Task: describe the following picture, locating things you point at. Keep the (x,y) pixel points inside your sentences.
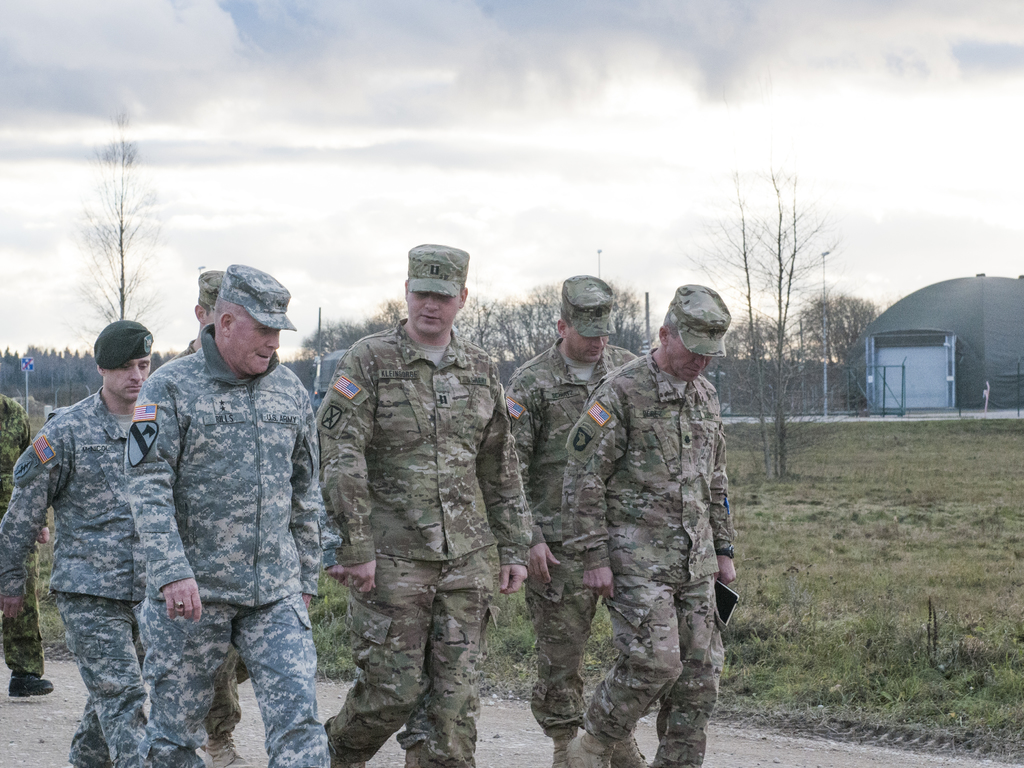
In this image we can see a few people (463,699) walking, among them, one person (684,596) is holding an object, there are some trees (741,338), poles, lights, grass (864,590), board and a shed (974,300), in the background (241,173) we can see the sky (559,158) with clouds (612,130).
